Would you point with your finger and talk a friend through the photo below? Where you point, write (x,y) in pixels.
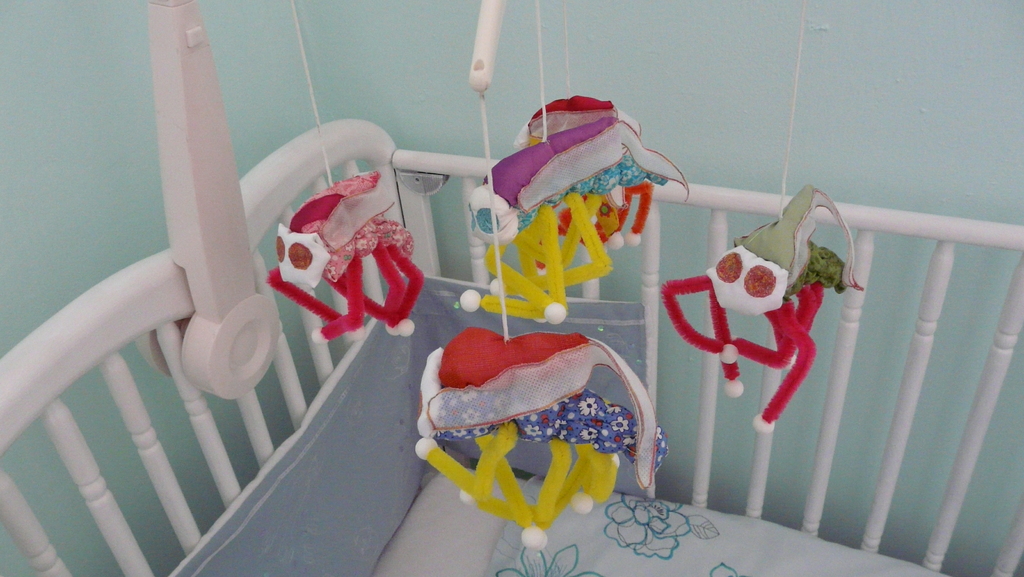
In this image we can see some toys (357,273) hanging and we can also see the cradle (432,484).
